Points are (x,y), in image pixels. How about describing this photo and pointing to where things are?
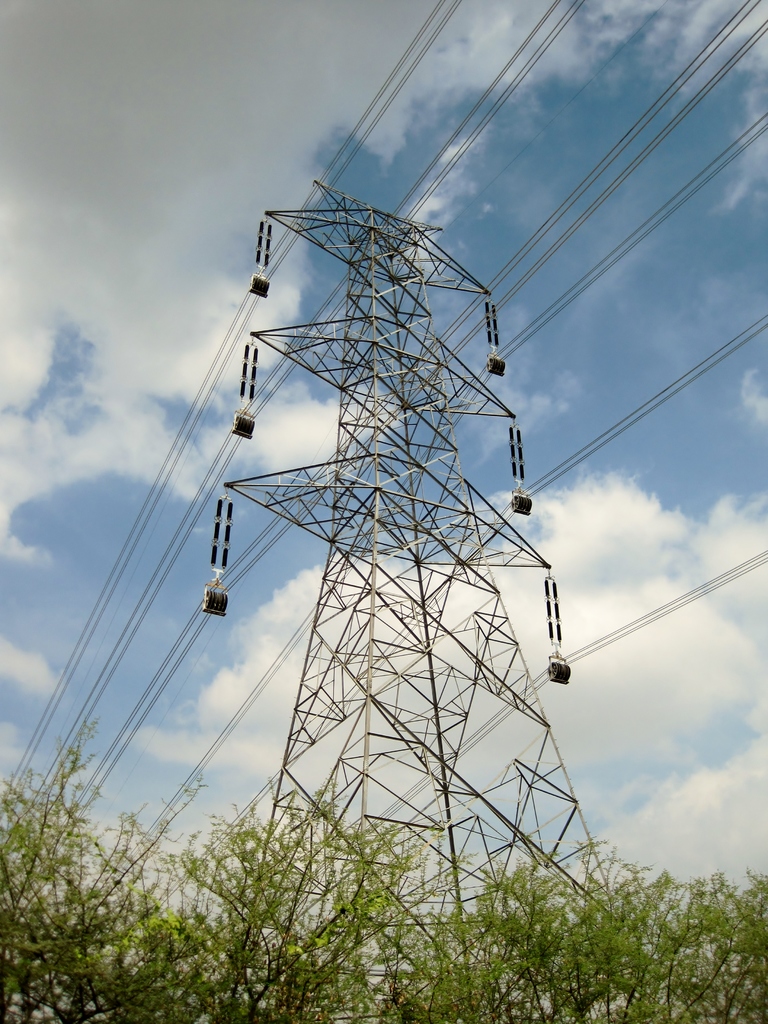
At the bottom of the picture (583,963), we see the trees (394,862). In the middle (373,564), we see a transmission tower (384,522) and the wires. In the background (108,511), we see the clouds (116,462) and the sky (650,312).
